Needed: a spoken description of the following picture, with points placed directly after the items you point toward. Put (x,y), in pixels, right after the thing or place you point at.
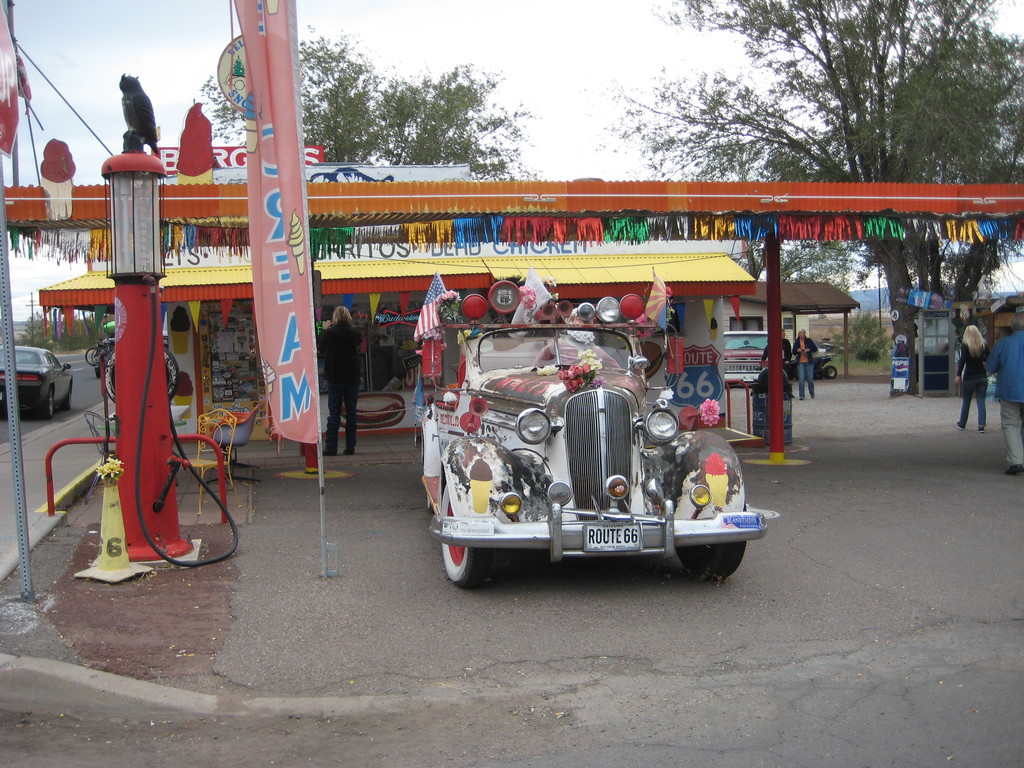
In this image I can see few vehicles (715,571) and I can see group of people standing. In front (467,450) the vehicle (505,409) is in multicolor. In the background (403,298) I can see the stall (464,298), few trees (913,133) in green color and the sky (504,65) is in white color.
